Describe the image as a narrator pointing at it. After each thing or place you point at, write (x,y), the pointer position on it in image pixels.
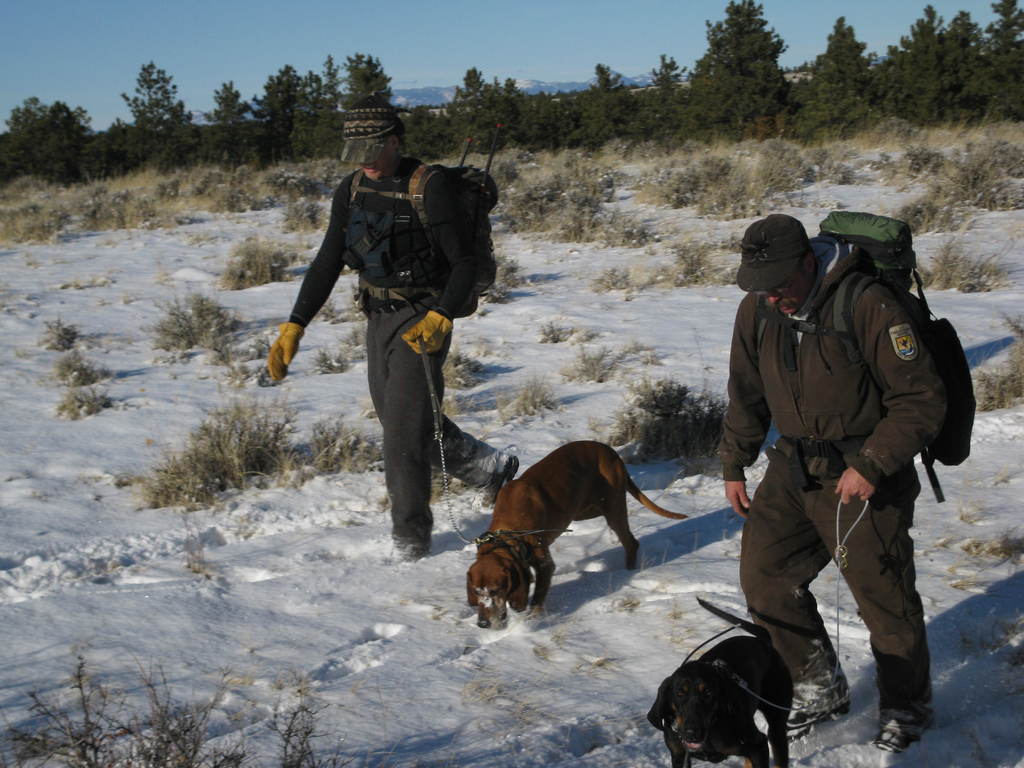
In the picture we can see a snow surface (612,592) on it, we can see some parts of grass surface (579,362) and two men (467,480) are walking holding two dogs (602,494) and they are in jackets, caps (391,116) and wearing bags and in the background (474,115) we can see trees (617,111) and behind it we can see hills (401,102) and sky (385,4).
